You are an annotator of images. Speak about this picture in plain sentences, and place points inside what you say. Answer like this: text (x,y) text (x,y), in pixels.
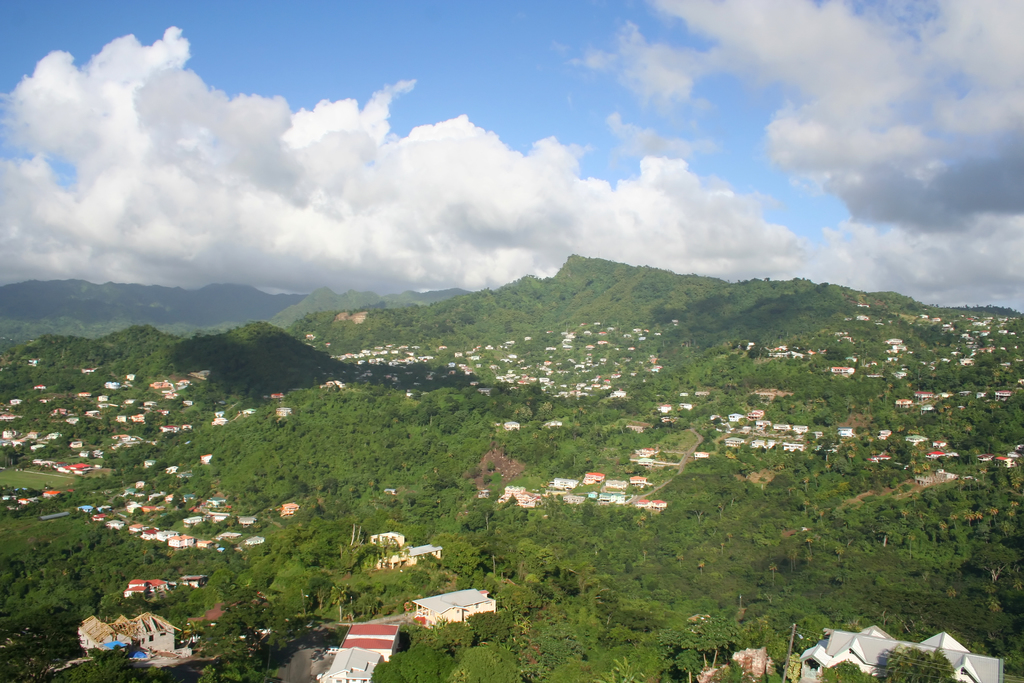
At the bottom of the image (497,482) there are trees (309,348), hills (287,305), grass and houses (765,441). At the top of the image (675,98) there is a cloudy sky (585,116).
